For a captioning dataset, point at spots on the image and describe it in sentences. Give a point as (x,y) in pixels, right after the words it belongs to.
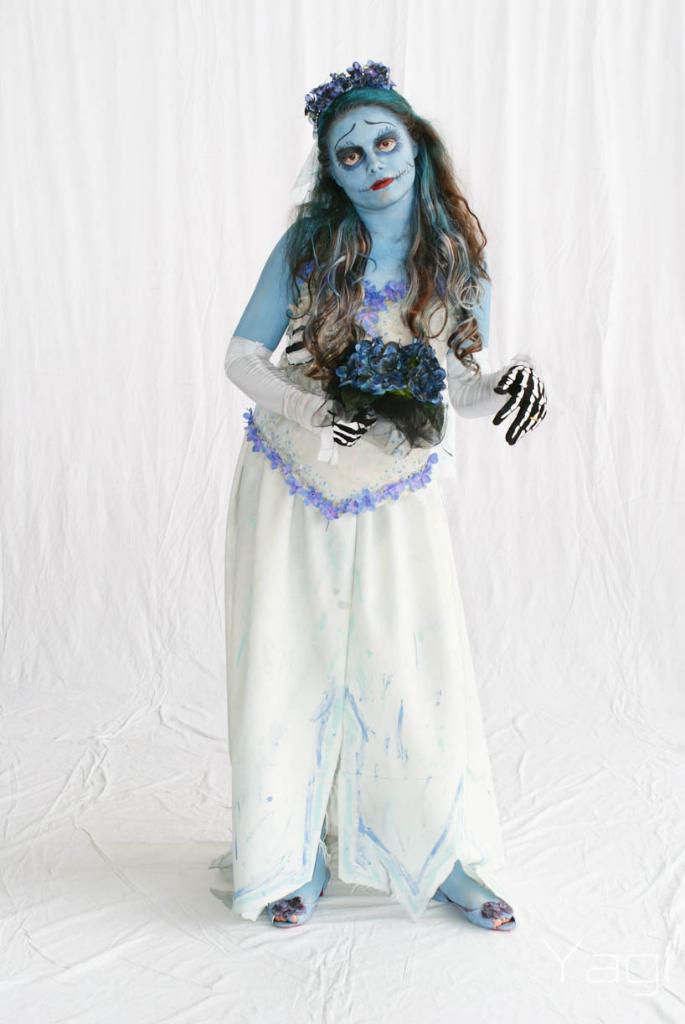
In the picture we can see a woman (251,702) standing with a zombie bride costume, and she is in a white dress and holding some flowers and behind her we can see the white color curtain (518,202) and standing on the white color floor (392,989).
